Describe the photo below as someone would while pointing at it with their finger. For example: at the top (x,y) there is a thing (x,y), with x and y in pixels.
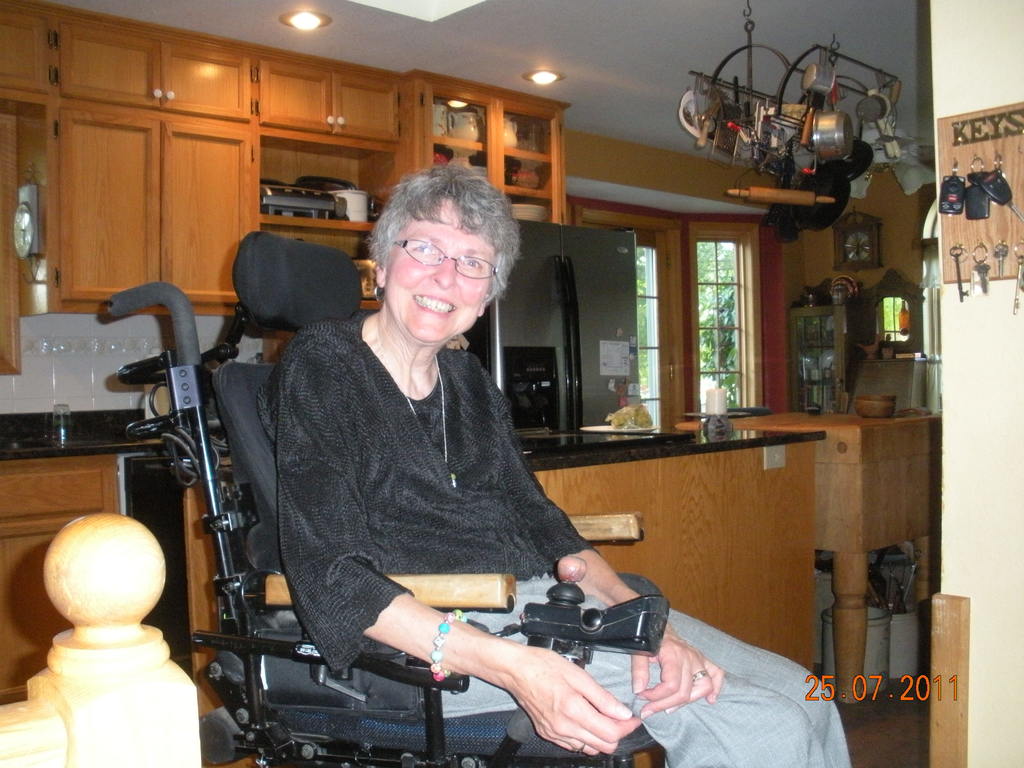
There is one woman (379,490) sitting in a wheel chair (560,646) as we can see at the bottom of this image (308,761). There is a window (743,402), cupboard (168,202) and other objects (620,305) are present in the background (628,374). There is a watermark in the bottom right corner of this image (890,682). We can see keys (1000,258) on the right side of this image (960,186).
